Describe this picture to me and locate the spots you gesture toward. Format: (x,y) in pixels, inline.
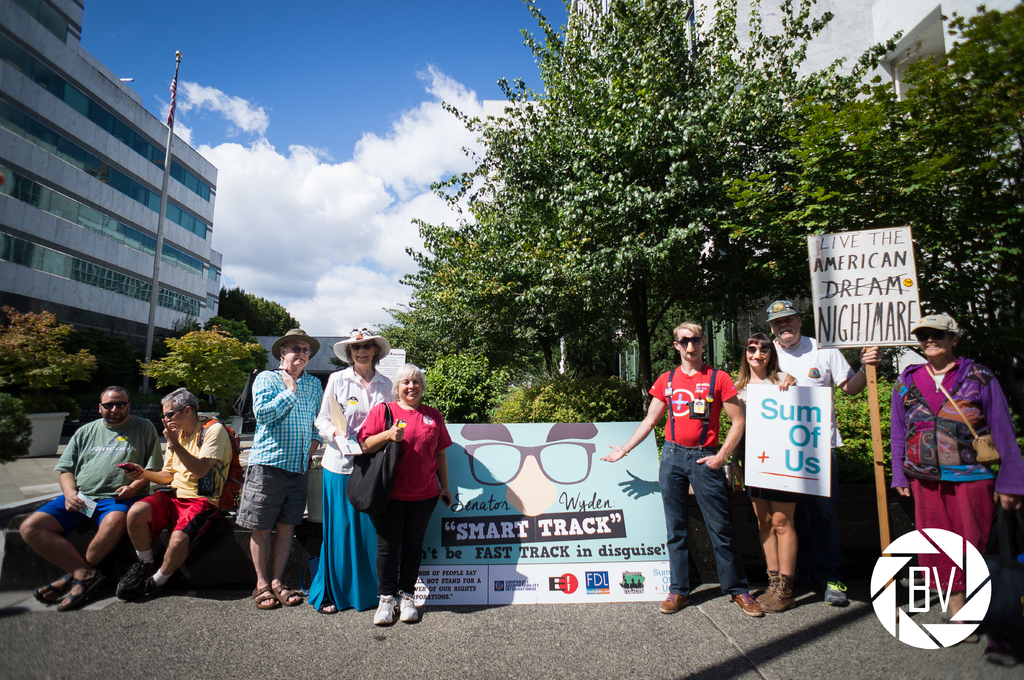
There are persons (93,427) in different color dresses (955,392). Some of them are sitting. One of the remaining of them are holding placards (752,448). In the bottom right (925,548), there is a watermark (889,593). In the background (884,121), there are trees (636,306), plants (226,351), there are buildings (194,170) and there are clouds (248,121) in the blue sky (309,21).
